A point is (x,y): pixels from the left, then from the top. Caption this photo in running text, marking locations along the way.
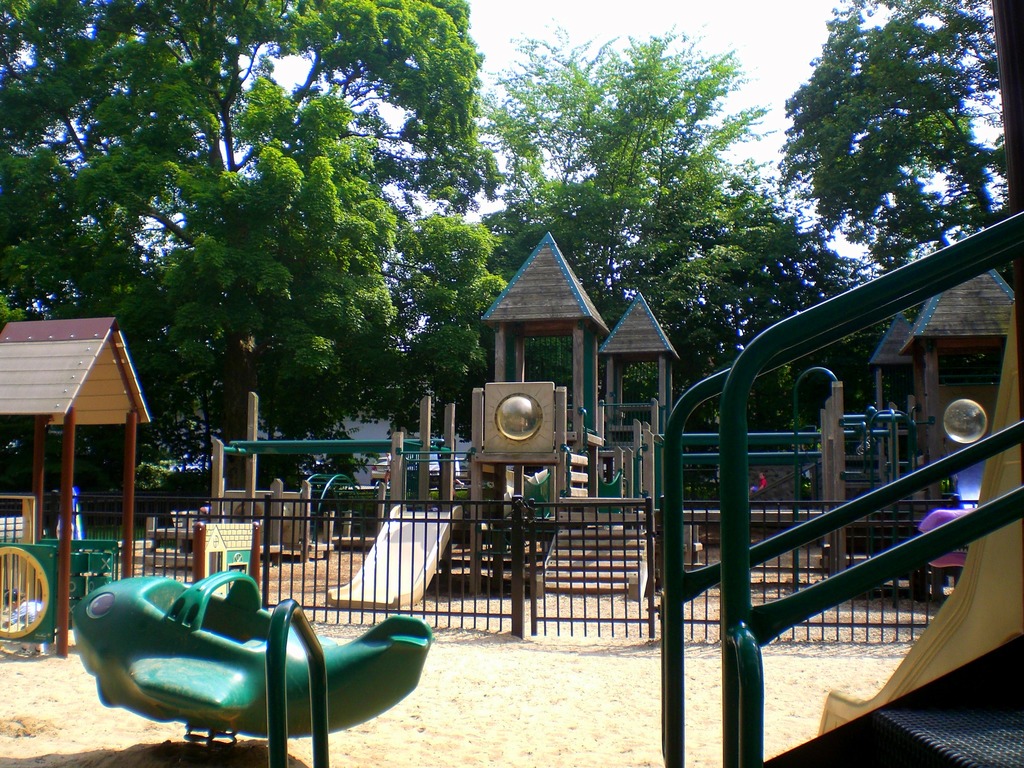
In this image there are trees (534,240), and there are few equipment (521,419) for the kids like sliders (392,539) etc.
